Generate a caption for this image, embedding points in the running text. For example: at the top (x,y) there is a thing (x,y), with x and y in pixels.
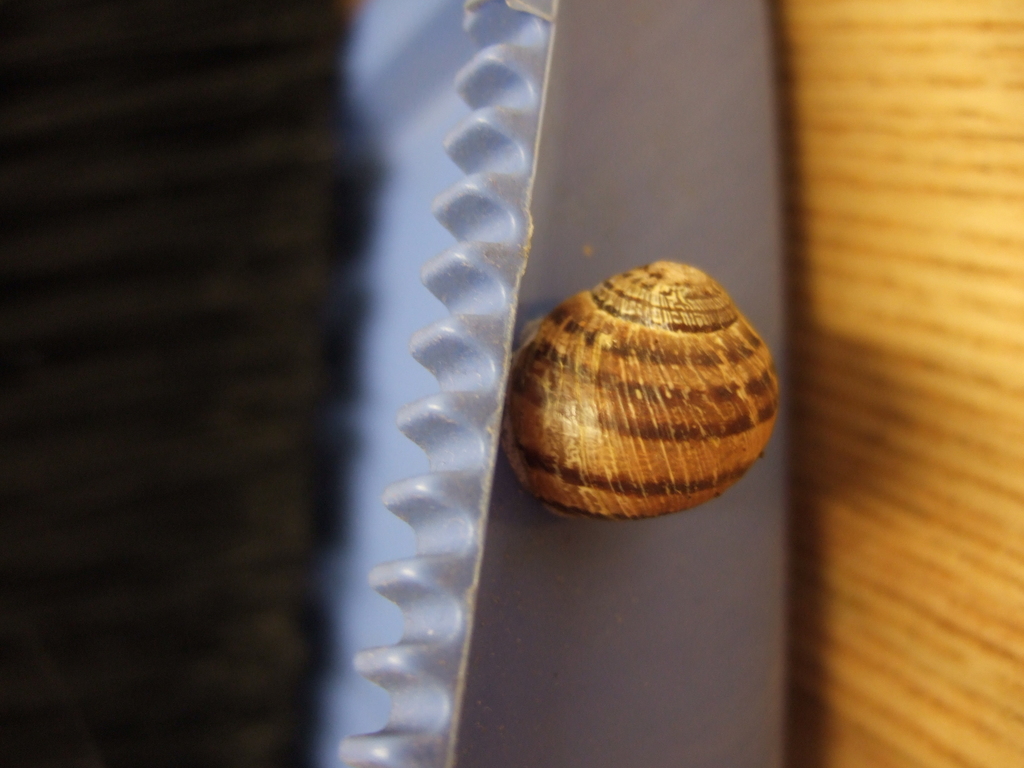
In this image I can see a snail (575,381) on an object (468,693) which is looking like a tray (472,674). On the right side (908,359), I can see a wooden object (970,321).
